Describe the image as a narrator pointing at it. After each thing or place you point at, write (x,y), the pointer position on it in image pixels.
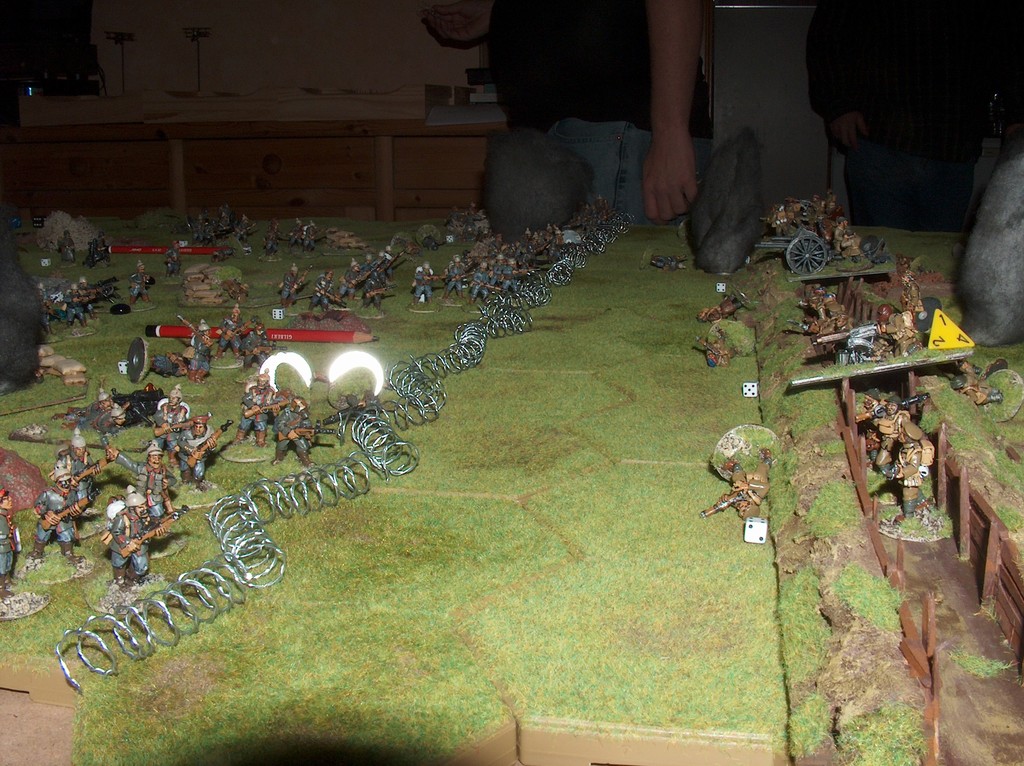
In this picture we can see a miniature (570,440), there are two pencils (349,334), some toys (504,277), and springs (474,364) present on the left side (317,296), on the right side (757,522) we can see dice (720,285), in the background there are two persons (869,117) standing, we can see drawers (373,163) here.
